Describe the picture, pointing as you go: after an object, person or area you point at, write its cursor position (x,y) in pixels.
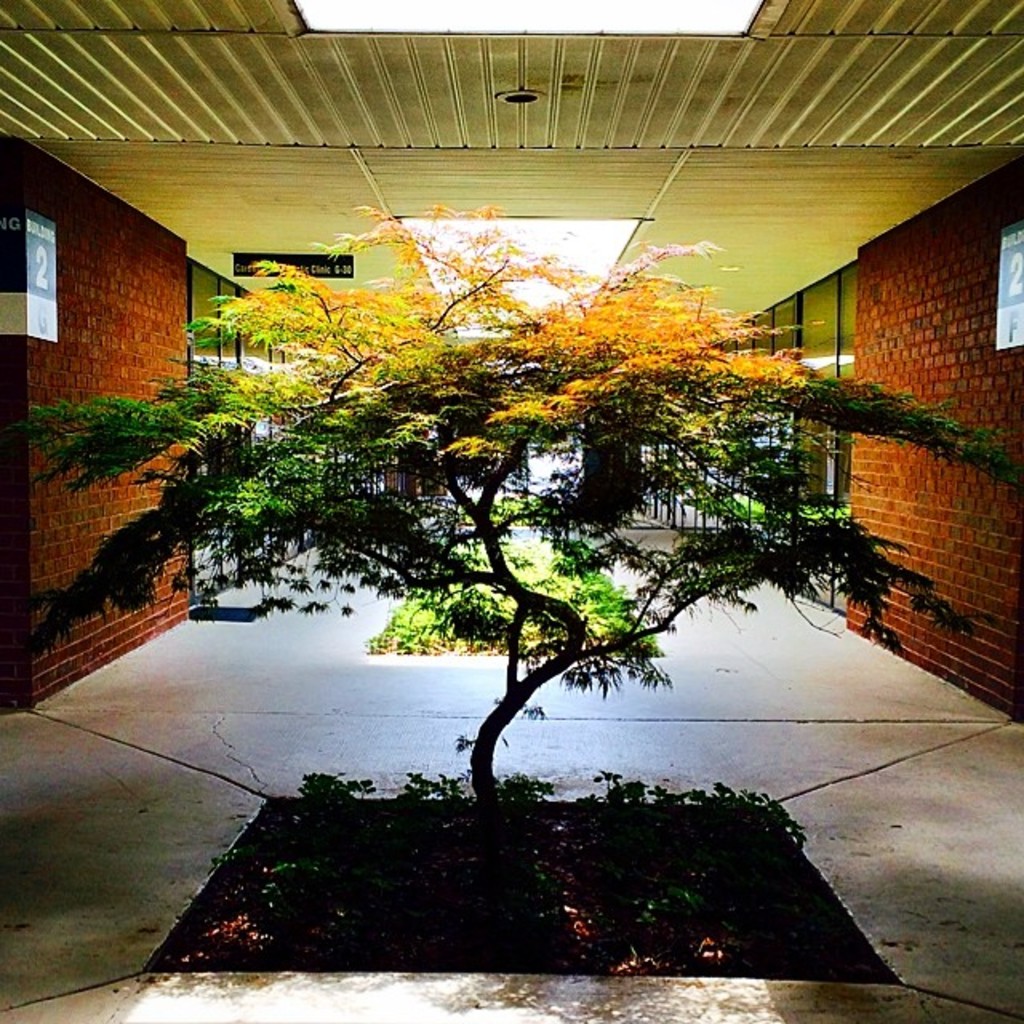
In this image I can see a plant (265,569) in green color. Background (828,312) I can see few glass windows (834,287), and sky (579,222) in white color.
